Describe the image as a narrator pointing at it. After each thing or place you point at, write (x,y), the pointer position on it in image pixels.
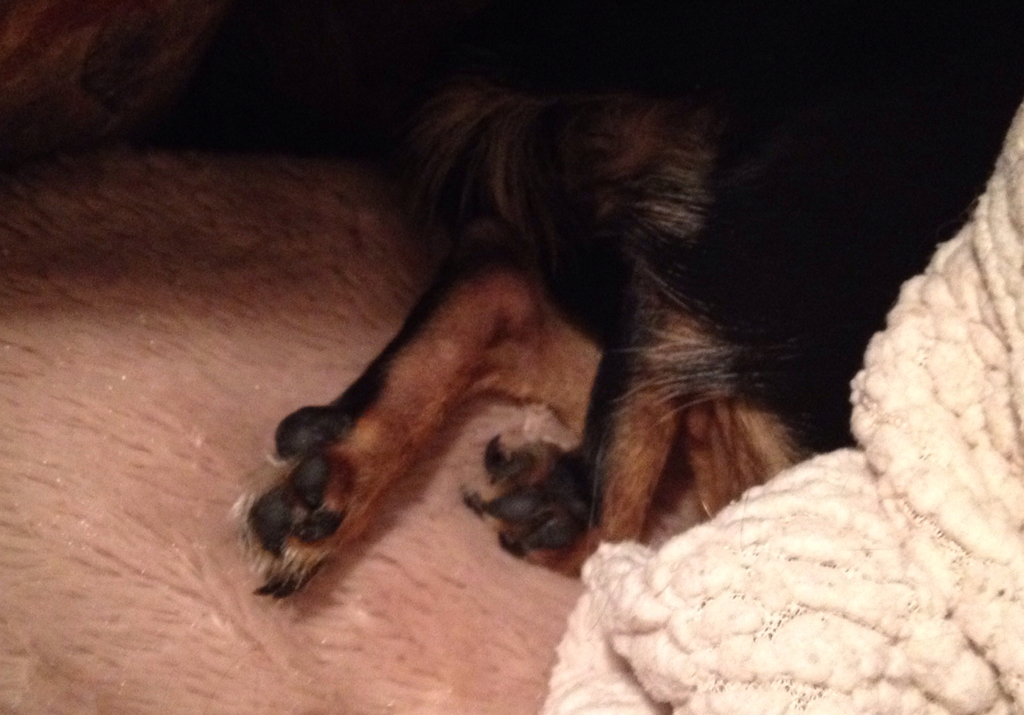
In this image I can see an animal (822,406) and the animal (776,402) is in black and brown color. The animal (624,377) is on the cream color cloth (374,318) and I can also see the other cloth (807,567) in white color.
